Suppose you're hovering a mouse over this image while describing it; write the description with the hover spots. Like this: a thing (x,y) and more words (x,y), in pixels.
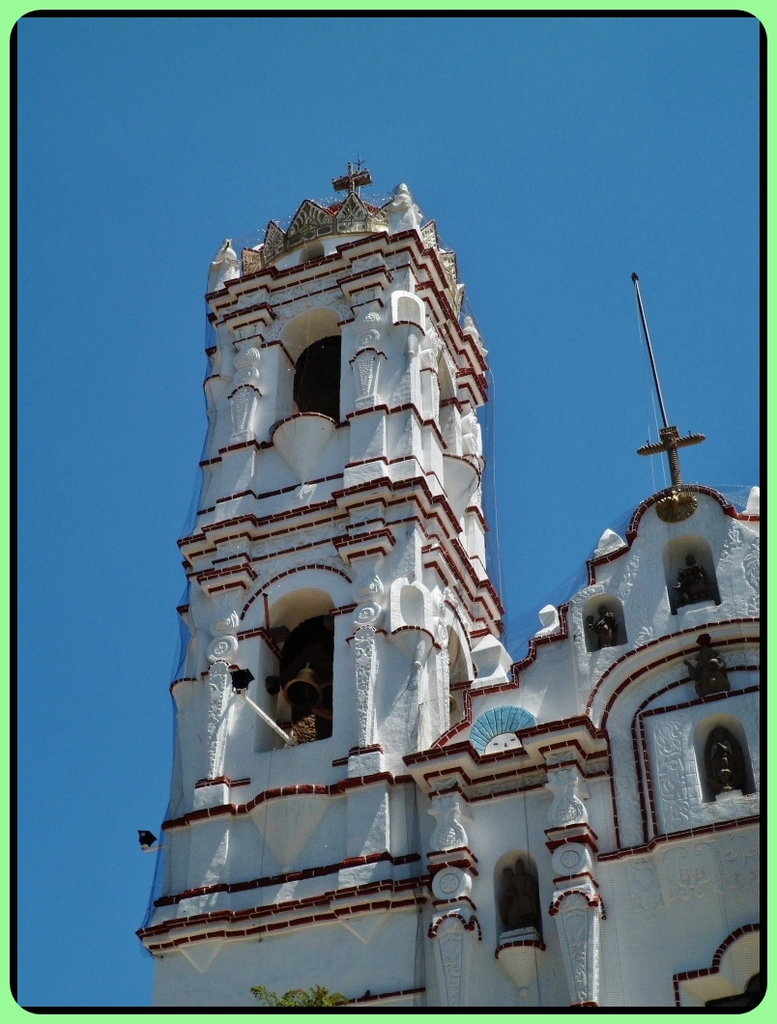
In this picture we can see a building (286,679), bell (315,691), cross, statues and in the background (560,537) we can see the sky (145,804).
